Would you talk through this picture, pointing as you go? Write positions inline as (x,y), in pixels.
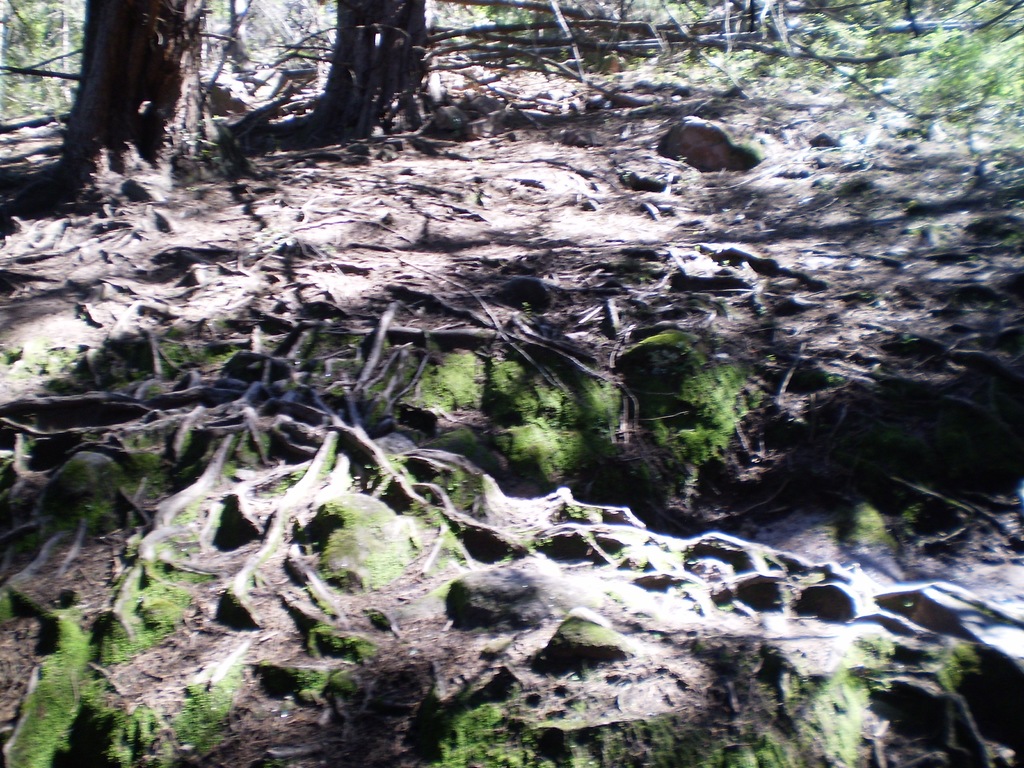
In this image we can see ground (537,541) and algae (23,369). In the background (463,39) we can see branches (730,9).
